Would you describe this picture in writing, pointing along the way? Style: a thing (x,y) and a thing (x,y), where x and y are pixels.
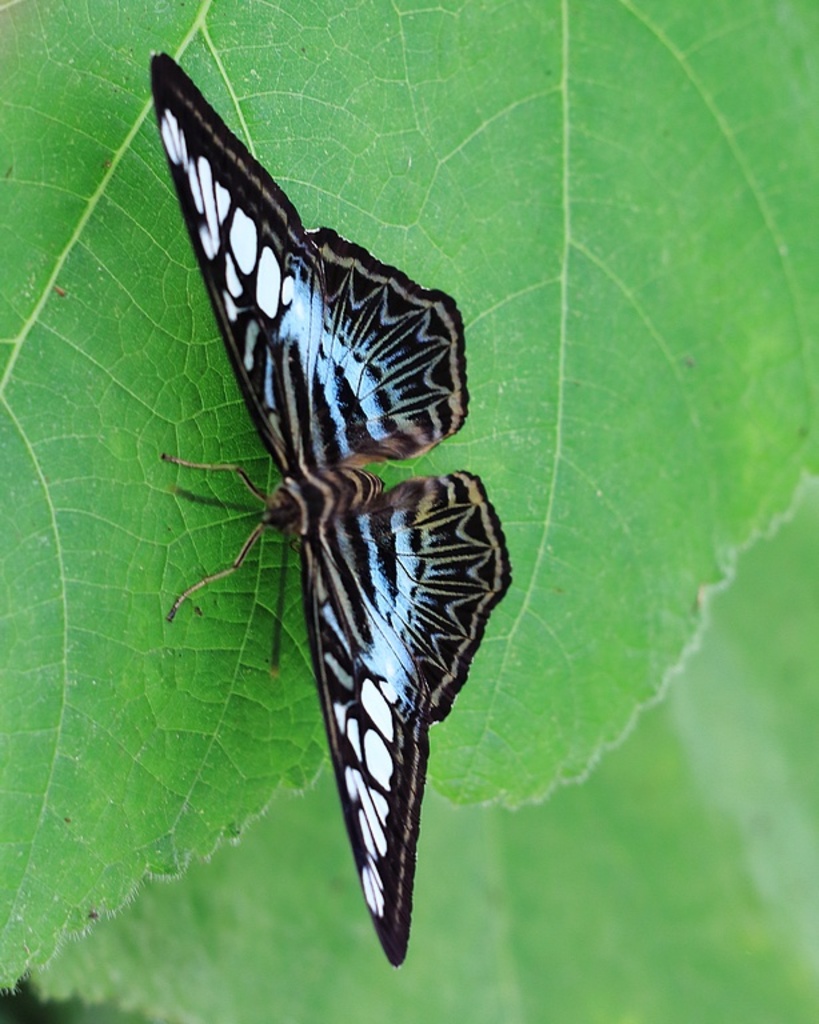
In this picture there is a butterfly (280,361) standing on the leaf (168,514). At the bottom (630,914) we can see another leaf (414,999).
